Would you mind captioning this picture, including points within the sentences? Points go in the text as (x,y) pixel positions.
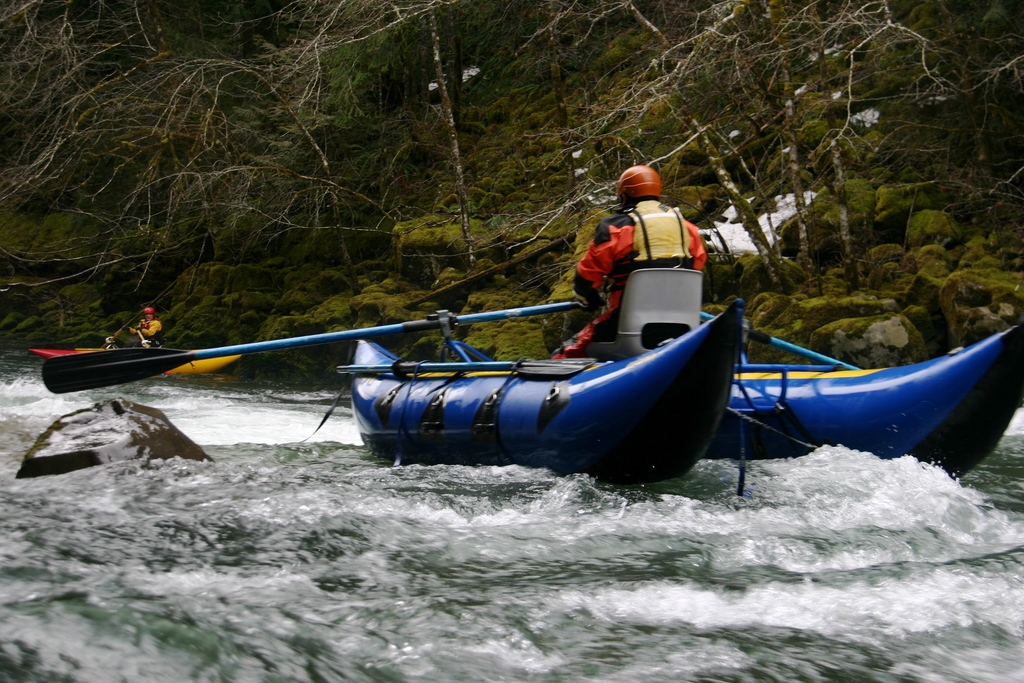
In the center of the image (508,428) we can see two boats (375,449) on the water (372,494). And we can see two persons (591,303) are sitting on the boats (692,340) and there are in different costumes (590,291). And we can see they are wearing helmets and they are holding some objects (517,309). On the left side of the image (173,421), we can see a rock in the water (193,546). In the background (383,165), we can see trees (752,113).
